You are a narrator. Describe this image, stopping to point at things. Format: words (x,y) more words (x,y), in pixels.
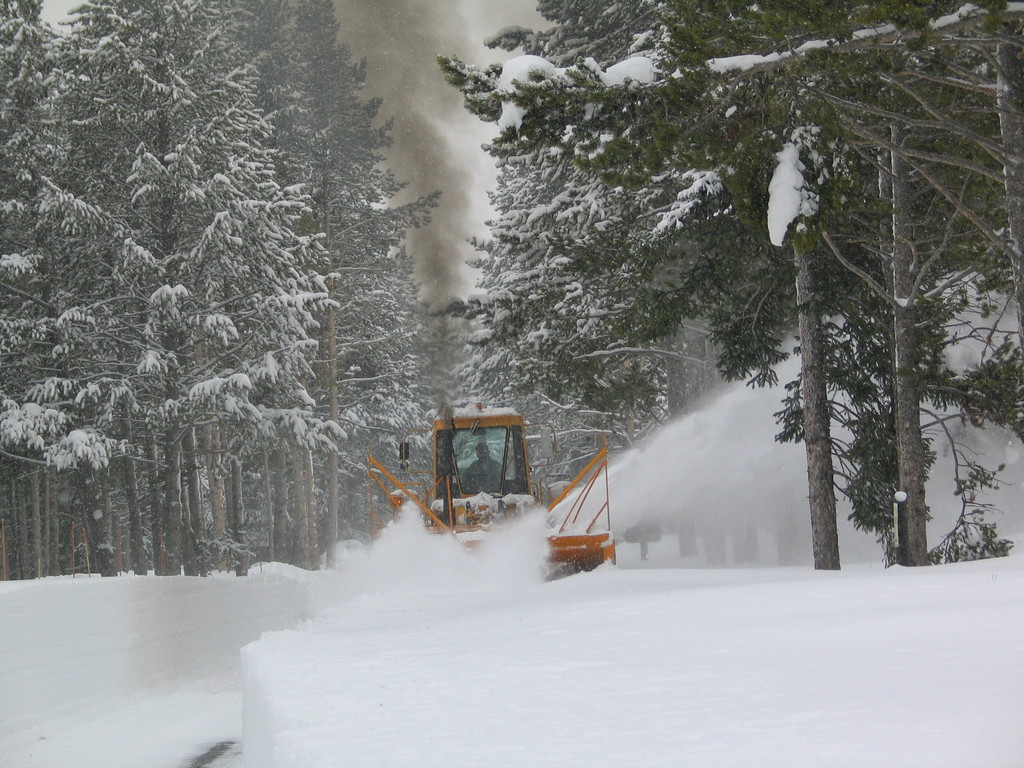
In the middle (432,509) I can see a person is driving a vehicle (526,475) on the ice road (441,624). In the background (974,416) I can see trees (391,352) and smoke (417,237). This image is taken may be near the ice mountains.
